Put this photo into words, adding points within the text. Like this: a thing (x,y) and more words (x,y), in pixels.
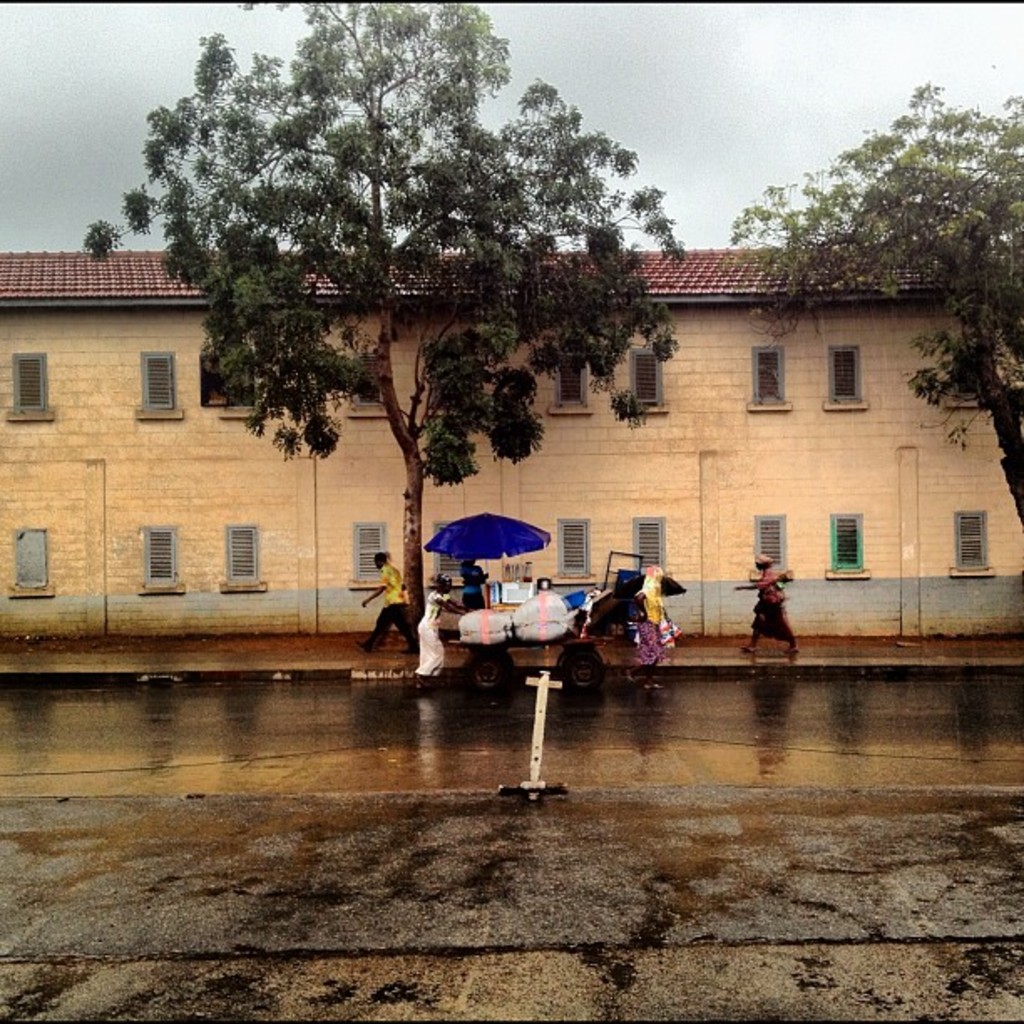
This is a building (255,525) with the windows (964,562) and a roof (724,298). I can see the trees (950,257) with branches (387,261) and leaves (393,315). There are few people (761,614) walking. This looks like an umbrella (485,544), which is blue in color. I can see a wheel cart (483,643) with few objects (480,629) on it. Here is the sky (693,139). This looks like a road (404,694).
